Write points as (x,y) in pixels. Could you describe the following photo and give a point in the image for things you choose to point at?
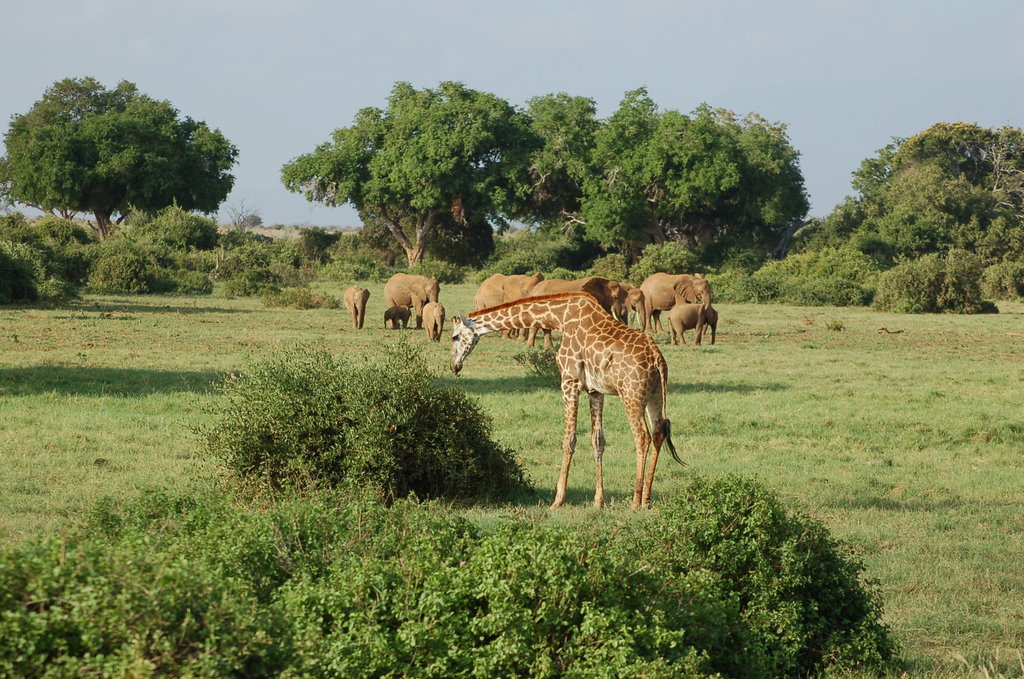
In this image we can see group of animals (569,328) standing on the ground (619,497), some animals (594,295) are elephants (438,332) and one giraffe (600,340). In the background (171,213), we can see group of trees (220,199) and sky (510,68).
